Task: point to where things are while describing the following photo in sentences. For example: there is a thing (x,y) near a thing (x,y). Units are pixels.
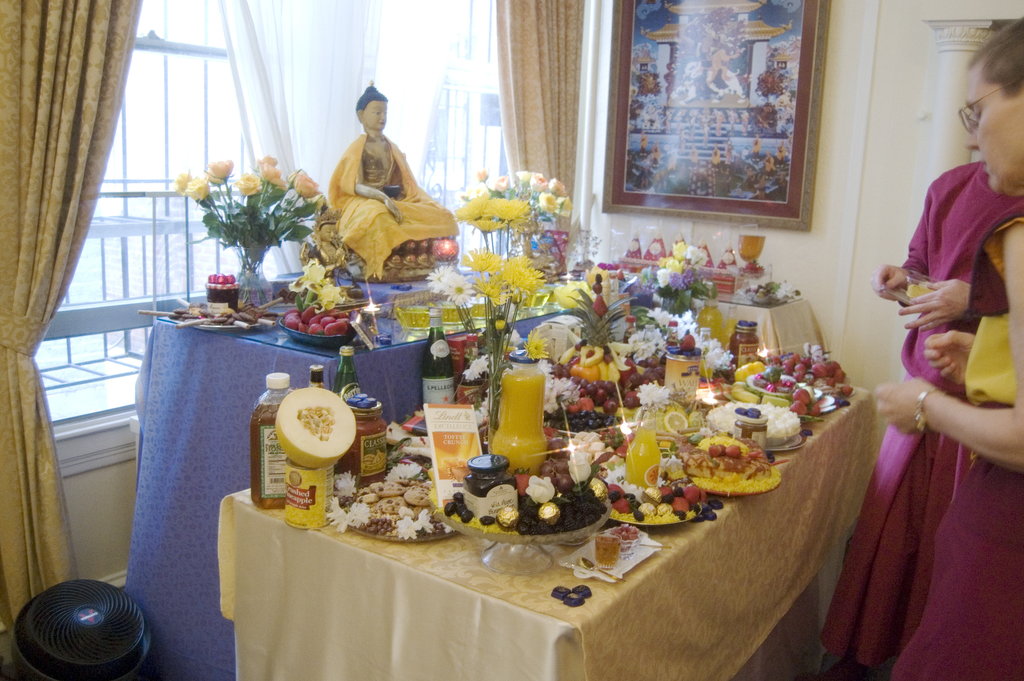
In this image there are some food items (559,421) and some other objects (469,358) and a statue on the table (416,362), beside the table (322,350) there is a fan (72,611), behind the table (414,402) there are curtains (77,118) on a grill window (213,102), on the other side of the table (424,282) there is a photo frame (710,139) on the wall (597,133), in front of the table (855,399) there are two monks (900,385) standing.
